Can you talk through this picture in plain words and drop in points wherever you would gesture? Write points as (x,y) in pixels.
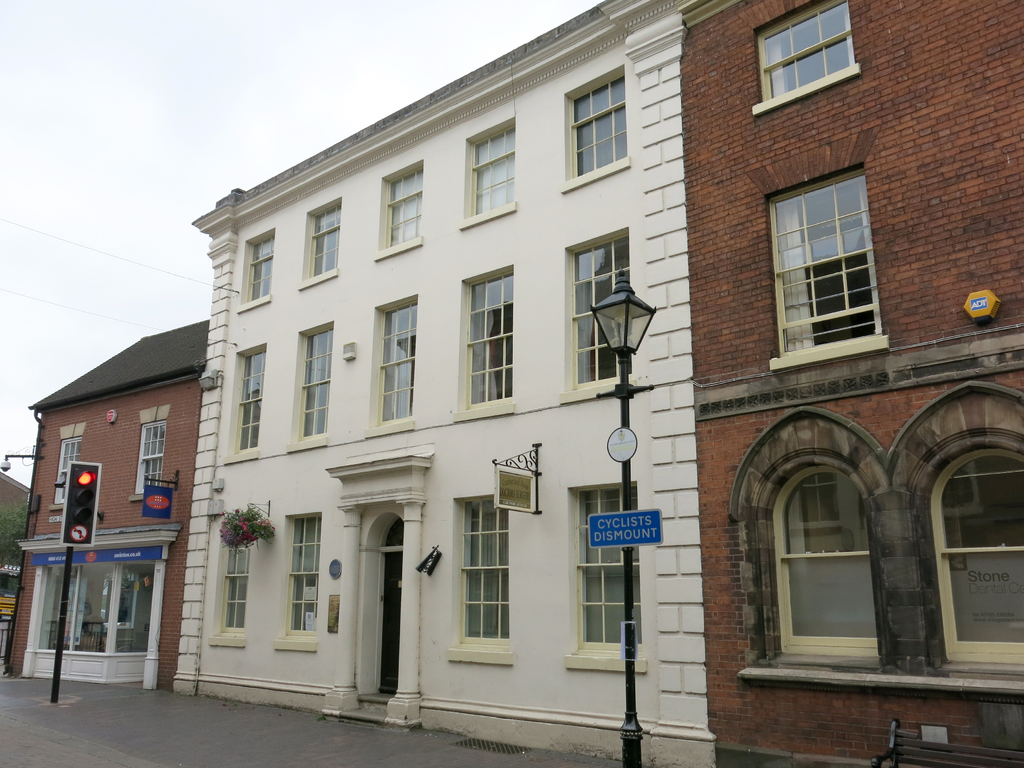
At the bottom of the image (258,727) there is road (44,696). In the center of the image (342,281) there are buildings (444,396) with windows (582,167) and doors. There are poles (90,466). At the top of the image (243,126) there is sky (123,46).
